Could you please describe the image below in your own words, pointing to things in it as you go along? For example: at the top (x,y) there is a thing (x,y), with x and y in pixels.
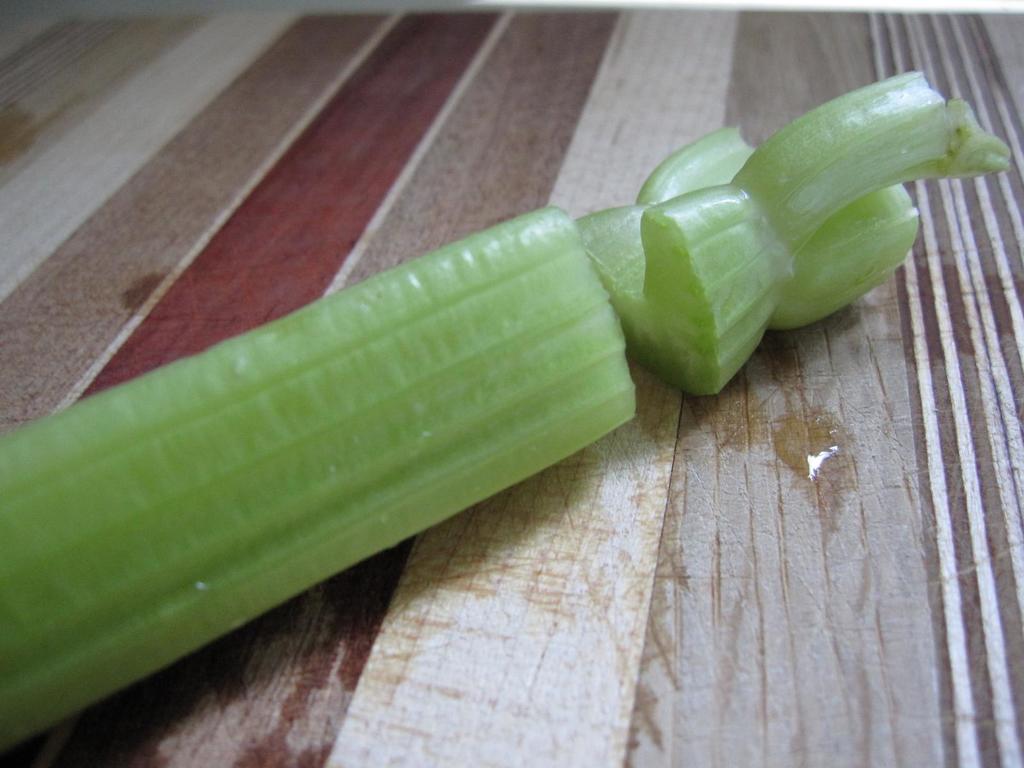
In this image, we can see a vegetable (521,336), which is sliced and placed on the table (307,617).
